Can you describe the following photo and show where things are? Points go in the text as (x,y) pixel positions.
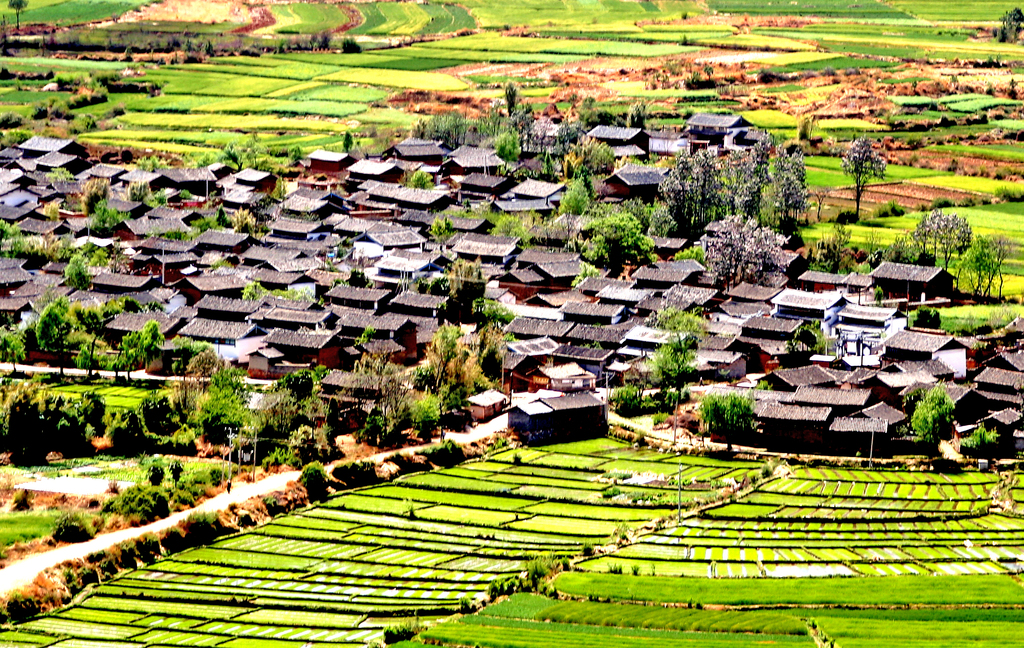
In this image there are houses (811,405), there are houses (26,224) truncated towards the left of the image (36,211), there are houses (957,340) truncated towards the right of the image (988,383), there is the grass (457,501), there are plants (457,366), there are trees (123,425), there is the soil (903,158), there is a tree (1007,26) truncated towards the right of the image (1010,24), there are trees (19,9) truncated towards the top of the image (1004,40), there are houses (40,177) truncated towards the left of the image (25,308), there is grass (297,624) truncated towards the bottom of the image (608,645).
